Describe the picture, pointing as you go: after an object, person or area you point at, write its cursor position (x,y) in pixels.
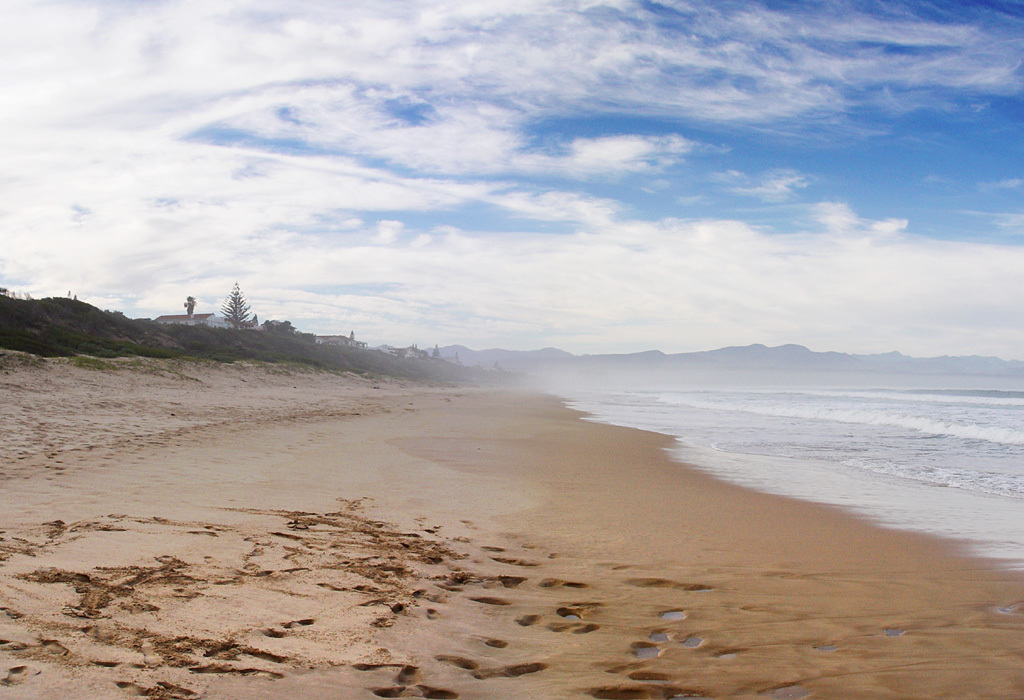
In this image I can see few trees (256,318), water (694,406), mountains (983,366), sand (696,541) and few objects (198,322) at back (242,308). The sky (871,117) is in blue and white color.
